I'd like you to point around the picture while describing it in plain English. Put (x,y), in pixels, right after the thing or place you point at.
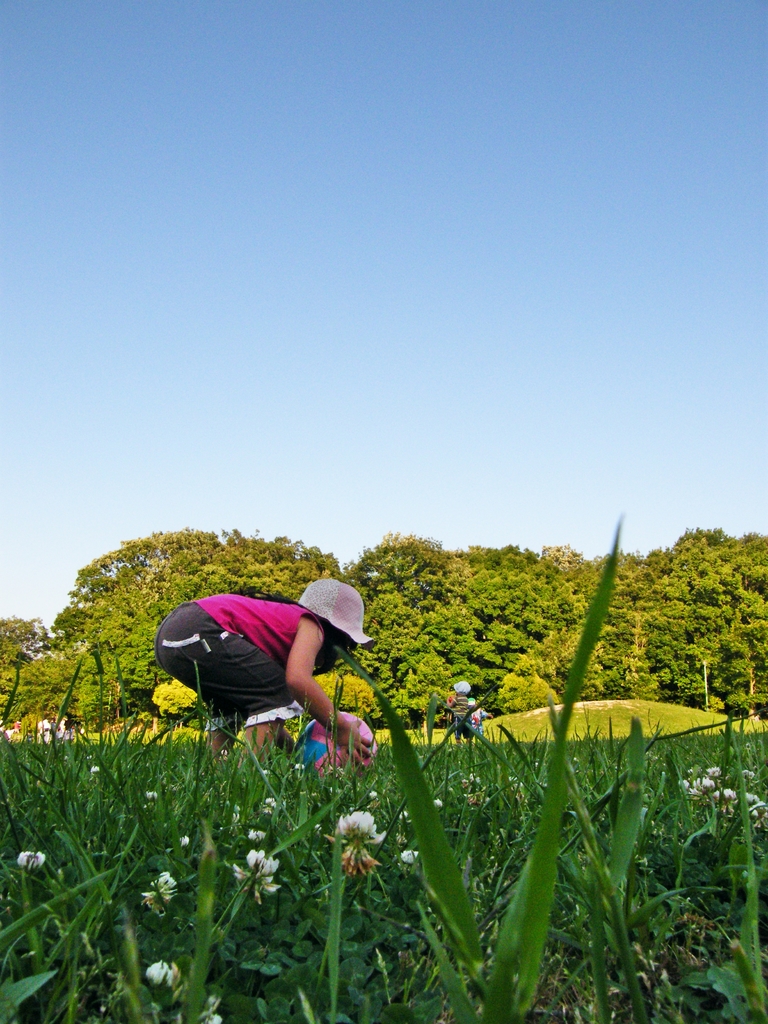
In this image I can see a person (266,593) wearing pink shirt (251,625), gray short (244,666) and I can see white color flowers (374,792). Background (502,586) I can see trees (536,582) and grass (319,801) in green color and the sky (260,67) is in blue and white color.
